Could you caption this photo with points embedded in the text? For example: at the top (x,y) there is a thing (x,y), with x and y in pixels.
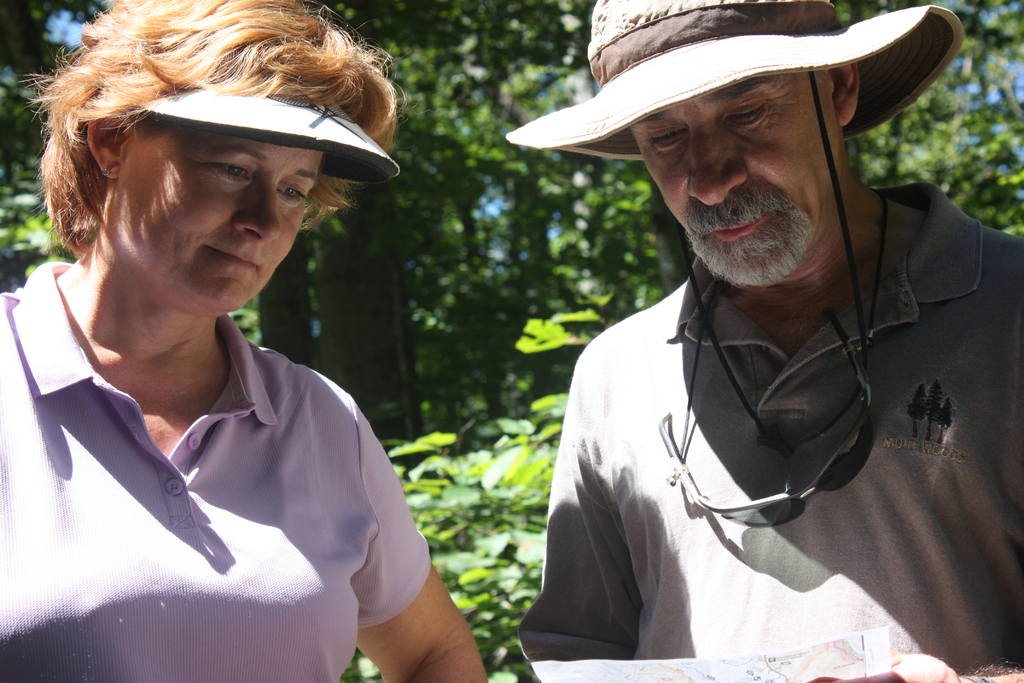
In this image I see a woman (230,127) and a man (667,471) and I see that both of them are wearing t-shirts (305,413) and I see that this man (967,675) is holding a paper (788,672) in his hand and both of them are wearing caps (603,69). In the background (465,177) I see number of trees (509,187).
